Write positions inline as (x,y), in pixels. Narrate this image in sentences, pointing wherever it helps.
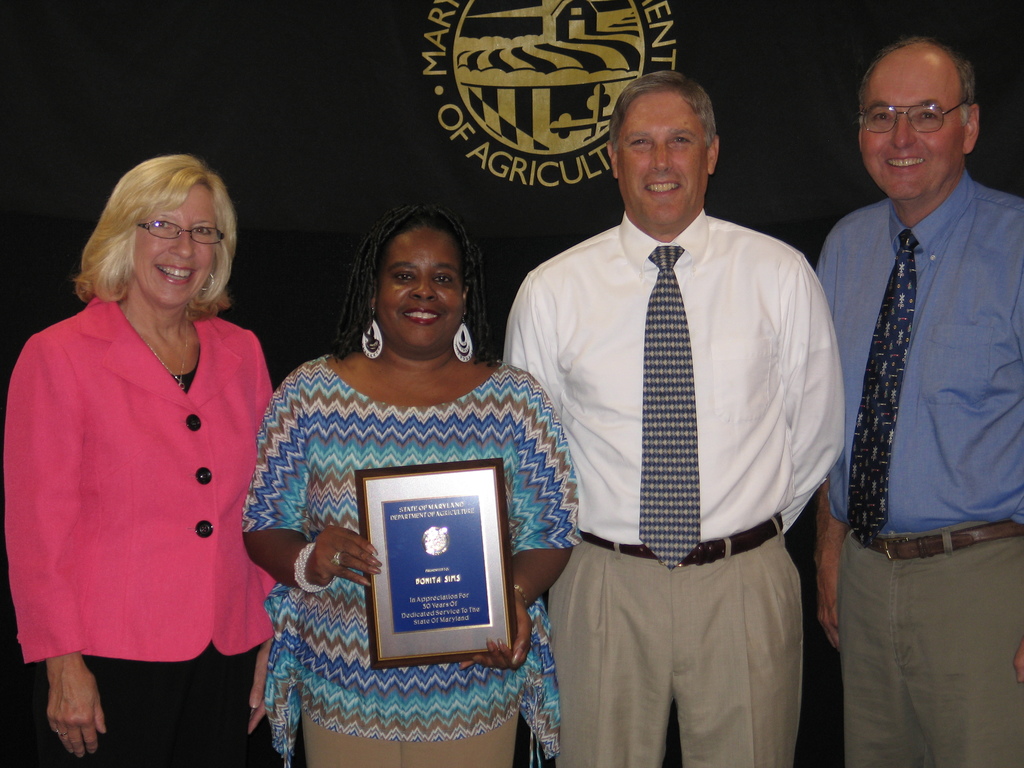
As we can see in the image there are four people (340,428) standing. The woman (439,370) over here is holding a photo frame (438,539). Behind them there is a banner (349,4).
